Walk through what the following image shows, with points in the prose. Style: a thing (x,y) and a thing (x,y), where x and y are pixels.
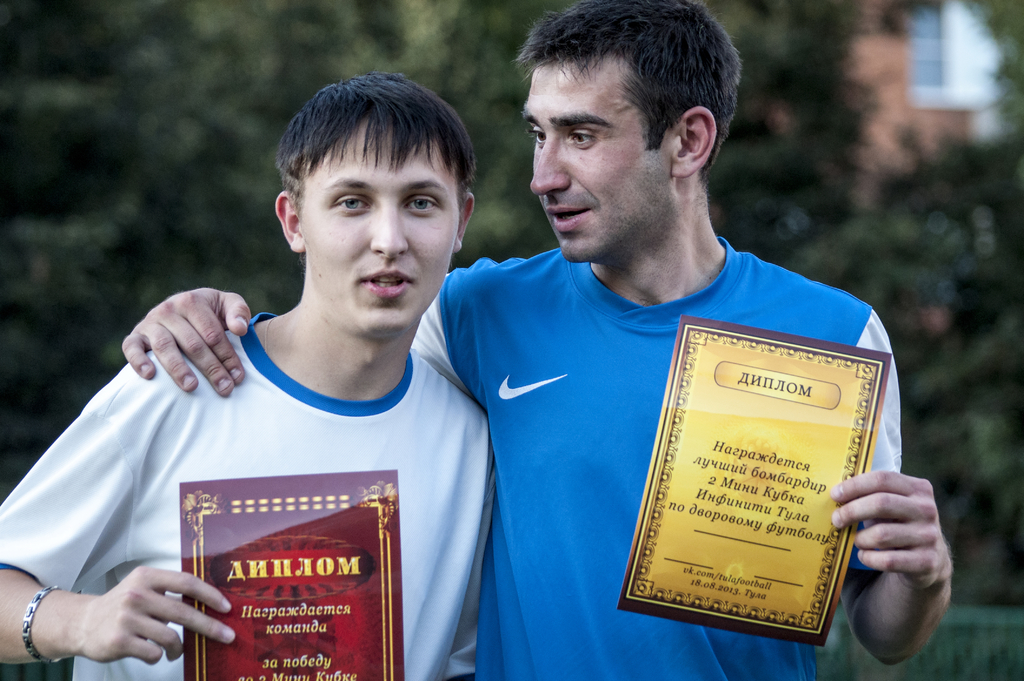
In the foreground (660,424) I can see two persons (627,446) are holding certificates (758,547) in hand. In the background (985,509) I can see trees (823,30) and a building wall (870,114). This image is taken during a day.
